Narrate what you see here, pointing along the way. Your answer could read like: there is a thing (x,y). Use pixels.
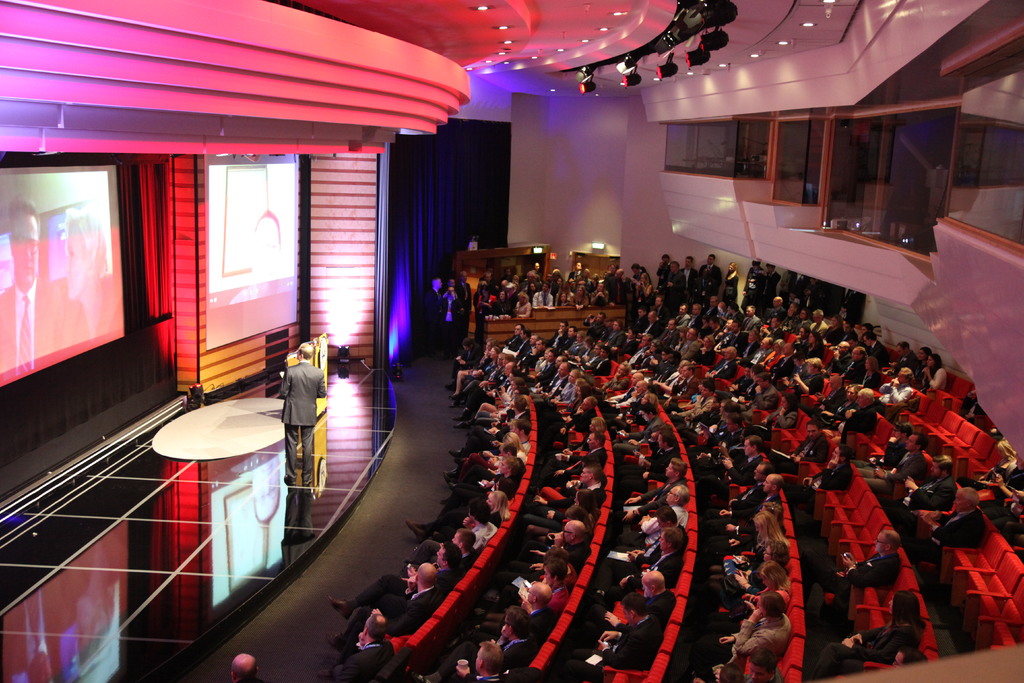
In this picture there are group of people (753,331) sitting on the chairs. At the back (447,322) there are group of people (750,286) standing. On the left side of the image (326,352) there is a person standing and there is a podium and at the back (14,309) there are screens (31,355). At the top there are lights (589,75). At the back (485,137) there is a curtain (469,149).
